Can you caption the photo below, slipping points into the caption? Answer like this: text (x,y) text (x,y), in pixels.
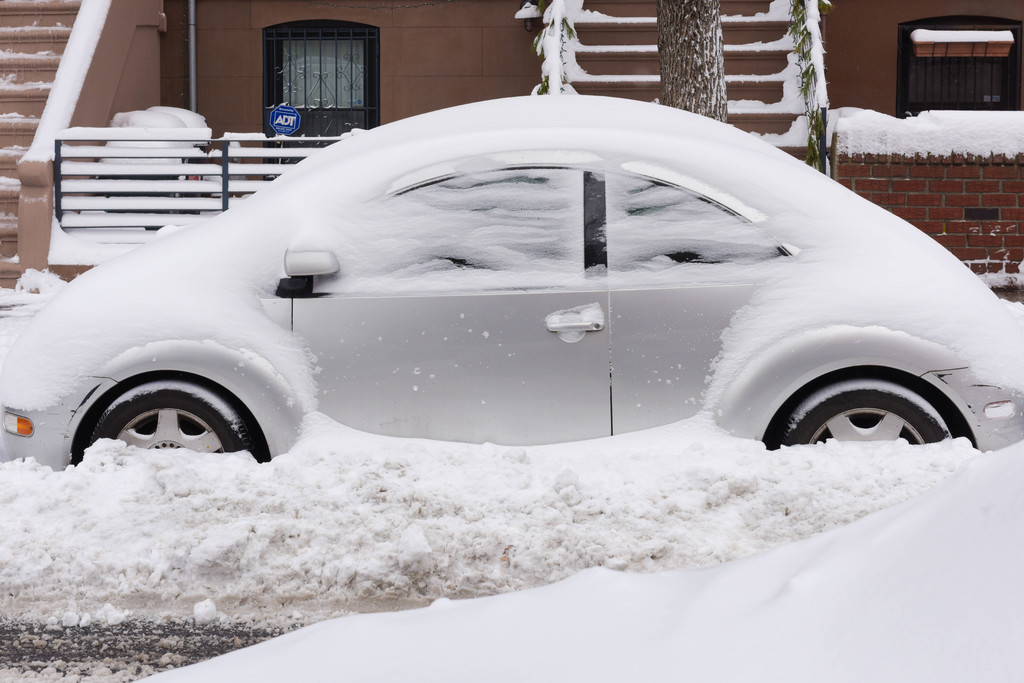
In this image I can see a car (853,258), on top of car (201,382) I can see snow (853,258), at the top (682,37) there is the fence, stairs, tree (677,57) and the wall (476,59), in the top left (32,111) there is a staircase (27,49). At the bottom (467,478) there is a snow (362,522).
